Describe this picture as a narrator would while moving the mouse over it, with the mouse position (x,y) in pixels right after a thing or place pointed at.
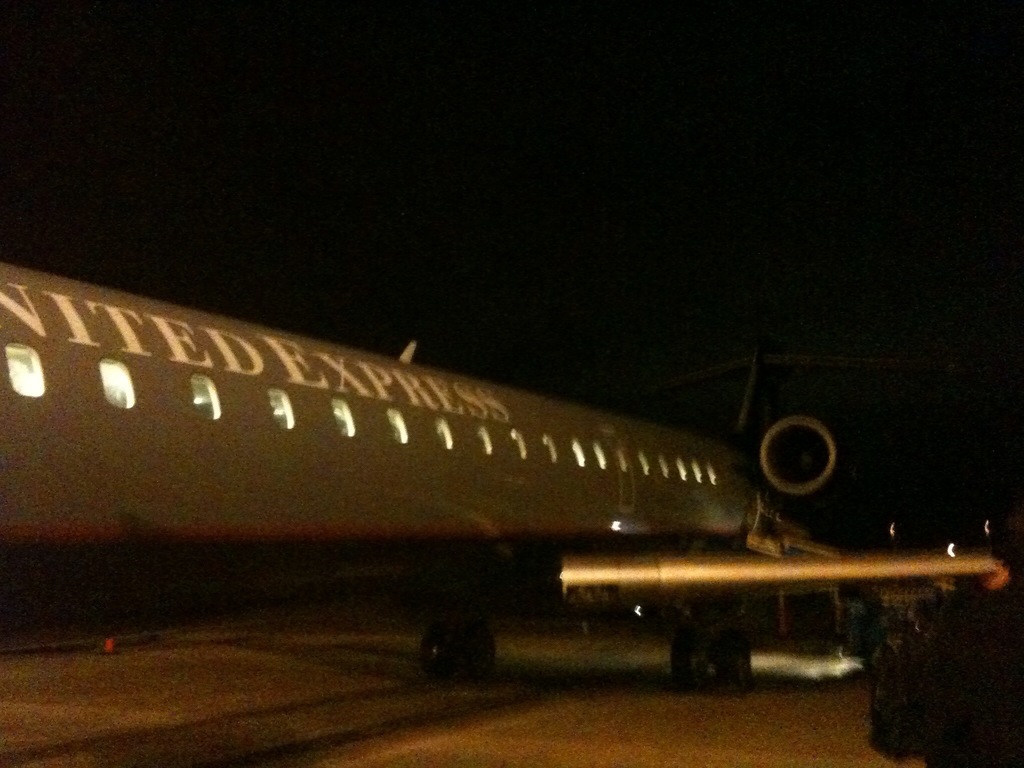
The picture consists of an airplane (399,572) on runway (340,712). The background (129,211) is dark.
